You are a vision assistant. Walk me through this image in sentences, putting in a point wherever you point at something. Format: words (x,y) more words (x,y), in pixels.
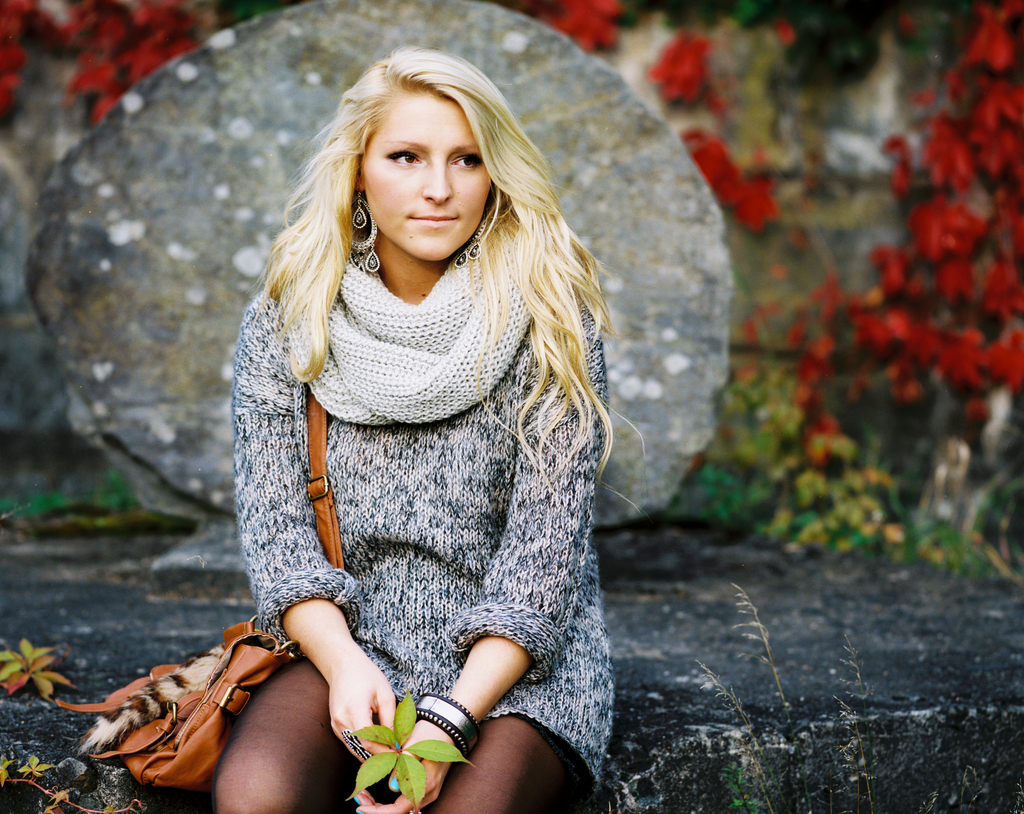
In this image I can see a woman (431,522) wearing black and white colored dress (439,506) is sitting on a rock (778,635) which is black and white in color. I can see she is holding a plant (409,725) and wearing a brown colored bag (263,672). In the background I can see few flowers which are red in color.
